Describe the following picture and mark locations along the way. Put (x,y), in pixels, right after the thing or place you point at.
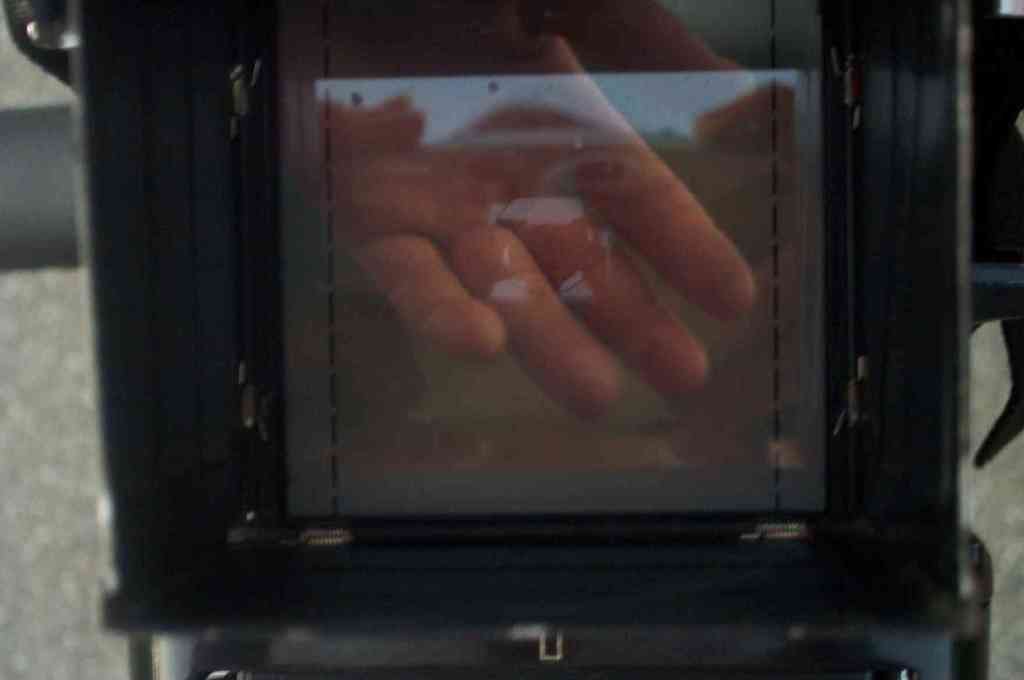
In this image in the front (337,318) there is an object (449,498) which is black in colour and in the object (133,247) we can see the hand (476,180) of the person (582,217).
